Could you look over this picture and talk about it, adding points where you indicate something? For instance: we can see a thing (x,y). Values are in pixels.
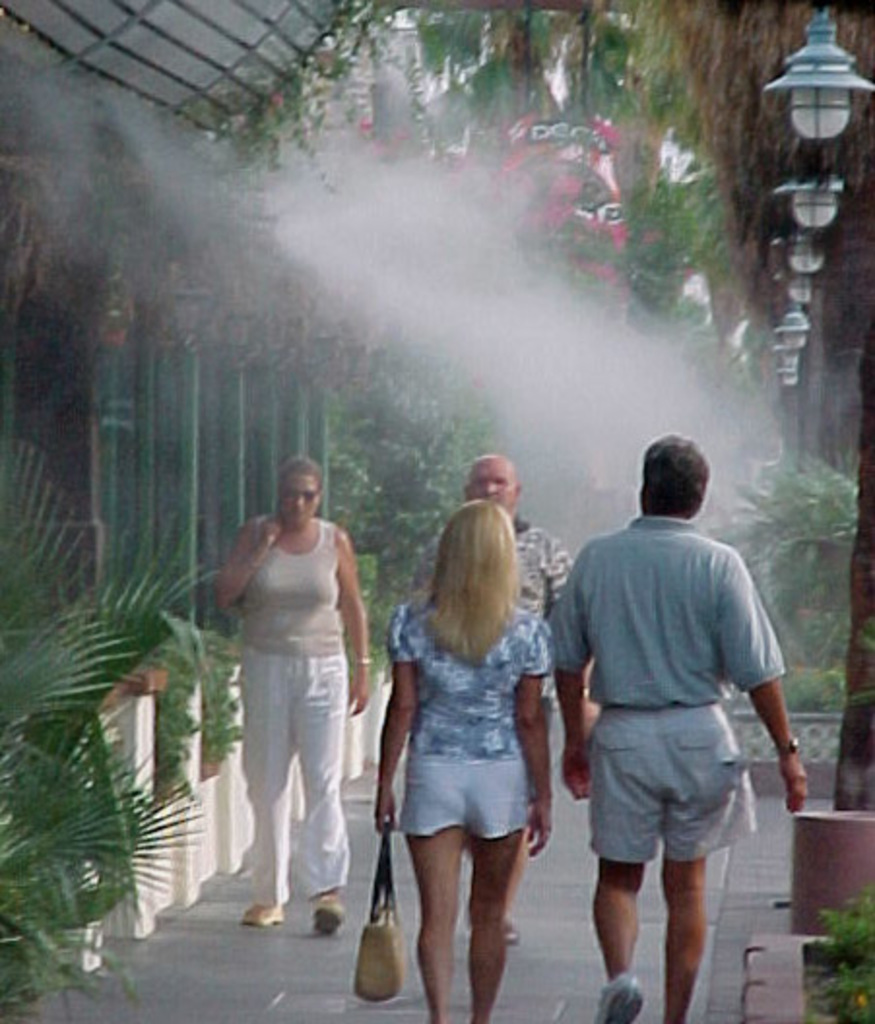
Here I can see four people (299,617) are walking on the ground (218,979). Two are men (563,568) and two are women (307,592). One woman (442,634) is holding a bag (382,971) in the hand (388,803). On both sides of the road (360,924) I can see some plants (103,812). On the left side (115,417) there are few pillars (11,433). In the background (665,238) there are some trees (707,246). On the right top (808,273) I can see few lights (803,303).
